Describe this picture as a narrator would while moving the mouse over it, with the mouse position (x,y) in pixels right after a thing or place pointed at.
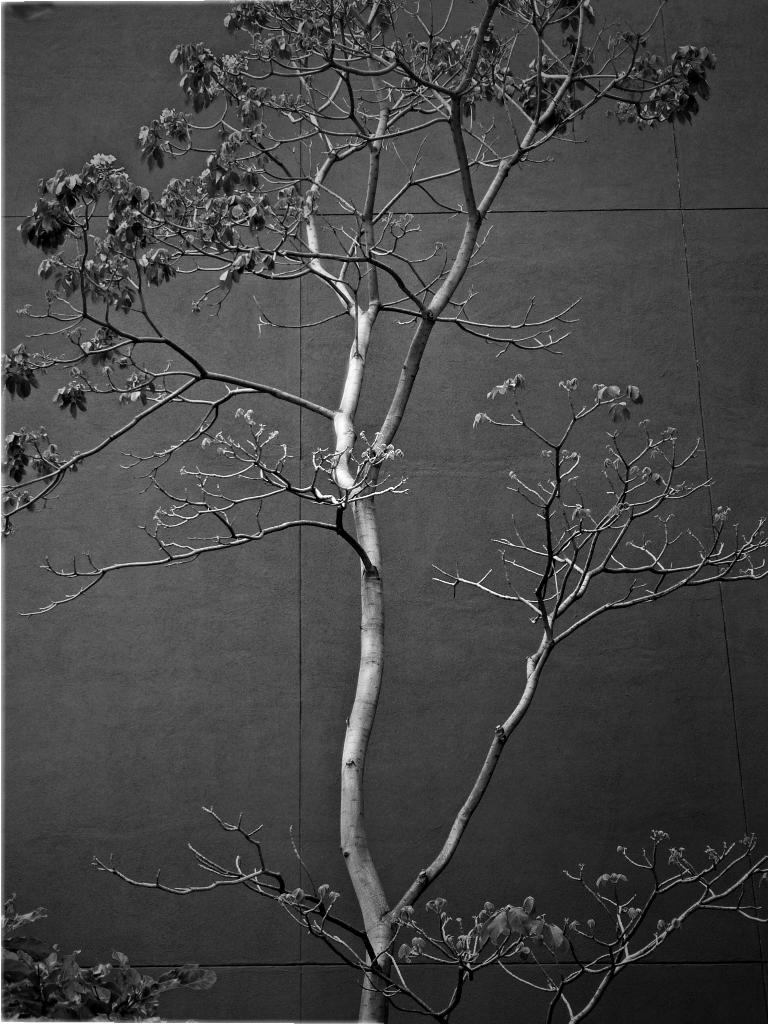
This image consists of a plant (225,149). In the background (349,527), we can see a wall (503,777).
